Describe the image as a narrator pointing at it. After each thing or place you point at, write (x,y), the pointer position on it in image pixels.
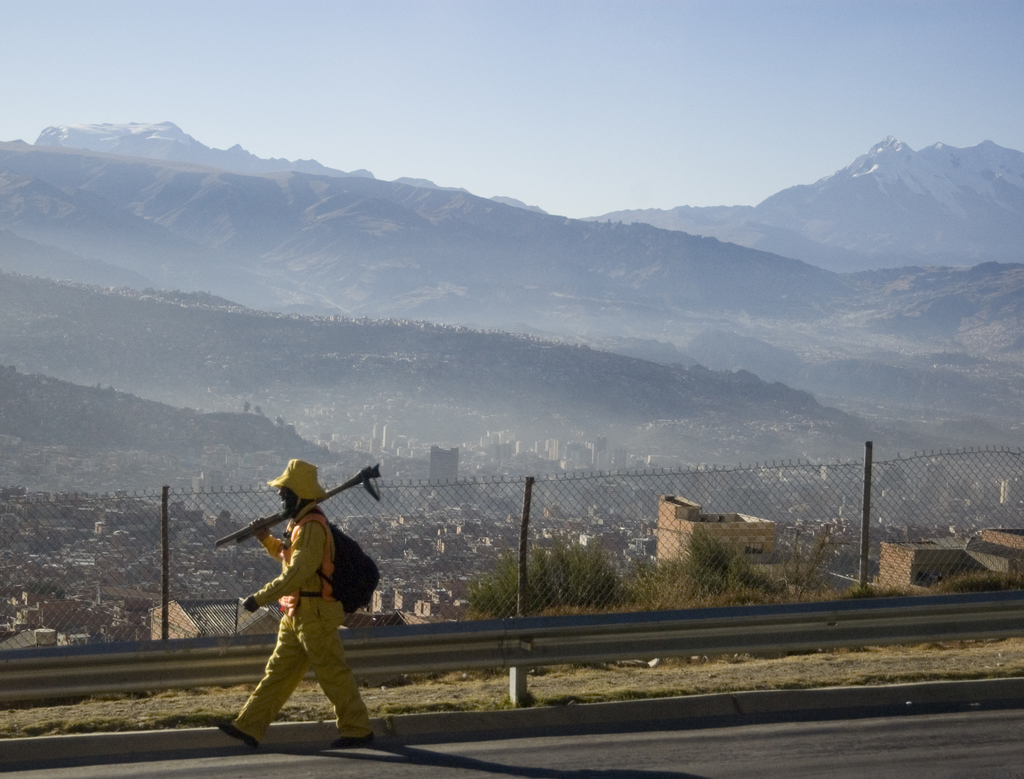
Here in this picture we can see a person (327,571) walking on the road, as we can see he is carrying bag (361,557) and a stick (333,495) in his hand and we can see he is wearing hat (298,476) on him and beside him we can see a railing (270,637) and fencing (188,634) present over there and we can see plants (540,566) and trees (534,577) present and we can see houses (391,573) present all over there and in the far we can see mountains (861,228) present, that are covered with snow (941,184) over there.
